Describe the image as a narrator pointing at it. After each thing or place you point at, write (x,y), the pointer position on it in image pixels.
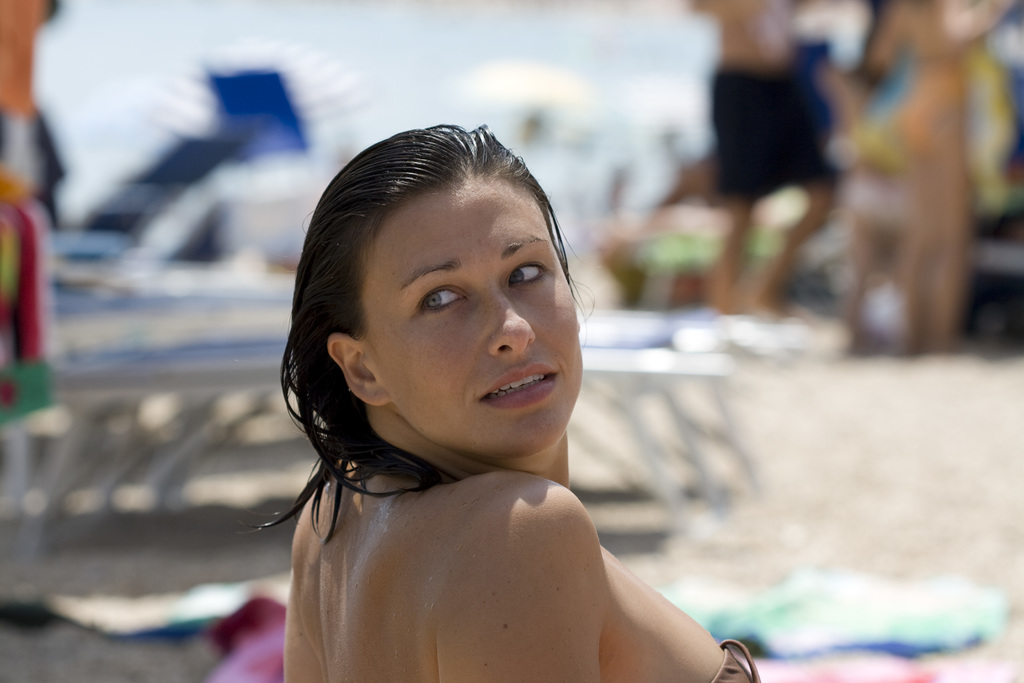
In front of the picture, we see a woman (525,457). She is looking at something. Behind her, we see beach beds (182,340). In the right top of the picture (791,104), we see something in green, brown and black color. In the background (221,207), it is blurred. This picture might be clicked at the beach (875,512).
